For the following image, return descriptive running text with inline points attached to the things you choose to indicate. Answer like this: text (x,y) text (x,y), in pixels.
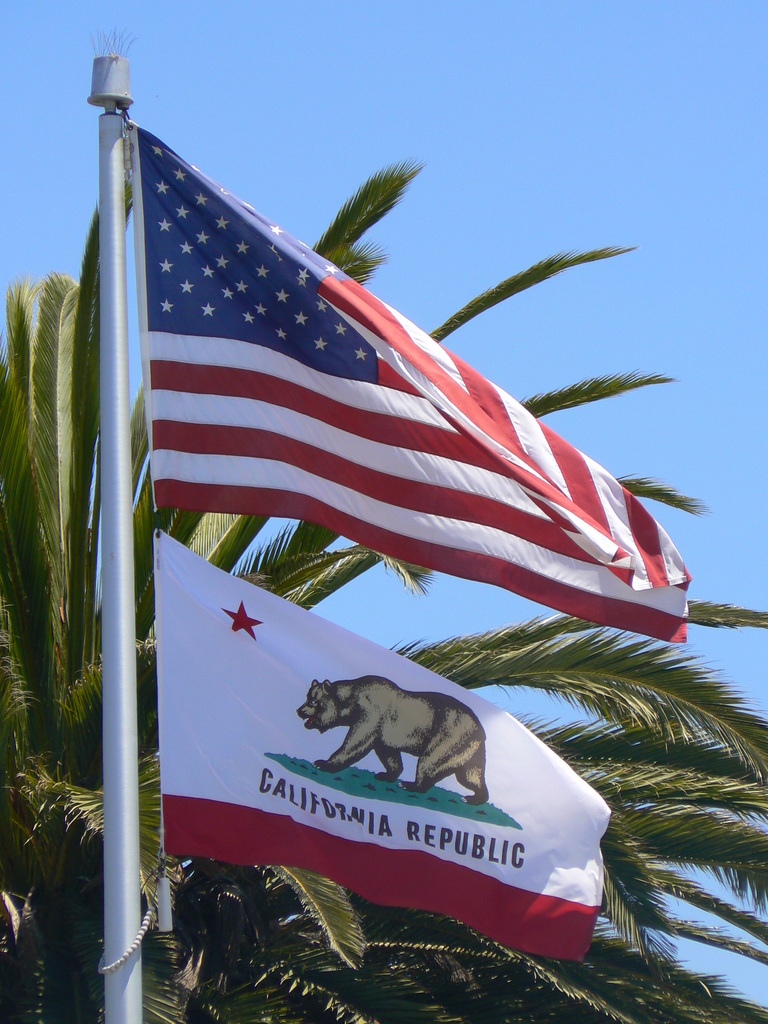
In this image I can see two flags (383,423) attached to the pole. In the background (62,706) I can see few trees (62,706) in green color and the sky (350,102) is in blue color.
